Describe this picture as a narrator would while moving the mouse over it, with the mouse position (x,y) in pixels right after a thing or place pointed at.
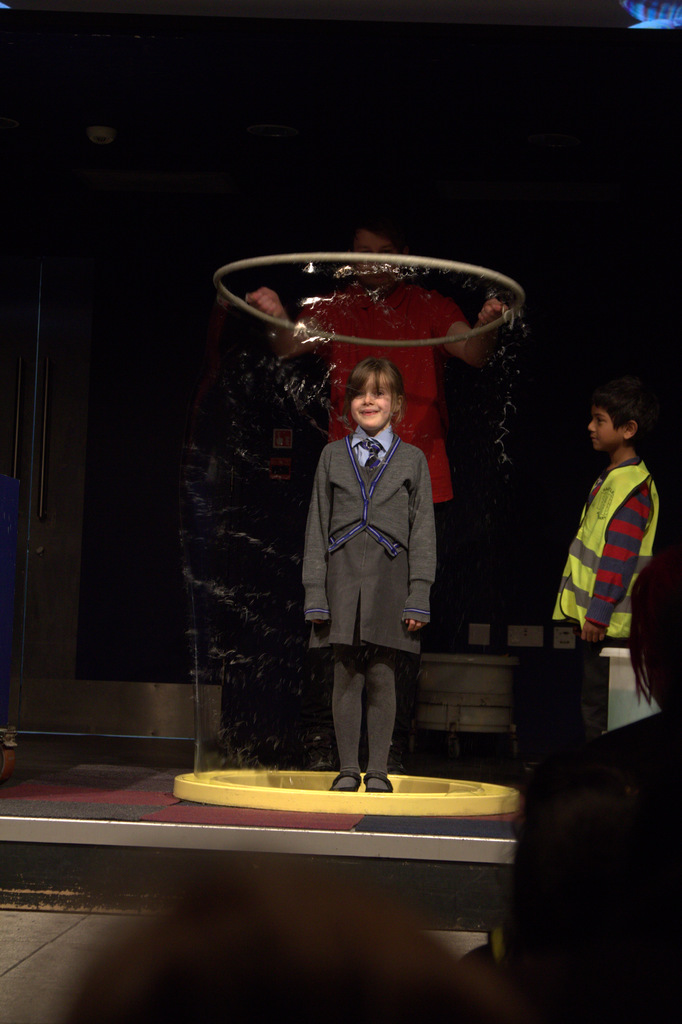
In this picture there is a small girl (372,594) wearing a grey color sweater (397,551) on school dress (378,616), standing on the stage (528,752) and smiling. Behind there is a man (423,328) wearing a red color shirt (413,314), holding a pipe (508,282) on the top (278,320). Behind there is a black background (677,364). On the right side (594,539) there is boy (614,516) wearing green color jacket (595,530) and looking to her.
